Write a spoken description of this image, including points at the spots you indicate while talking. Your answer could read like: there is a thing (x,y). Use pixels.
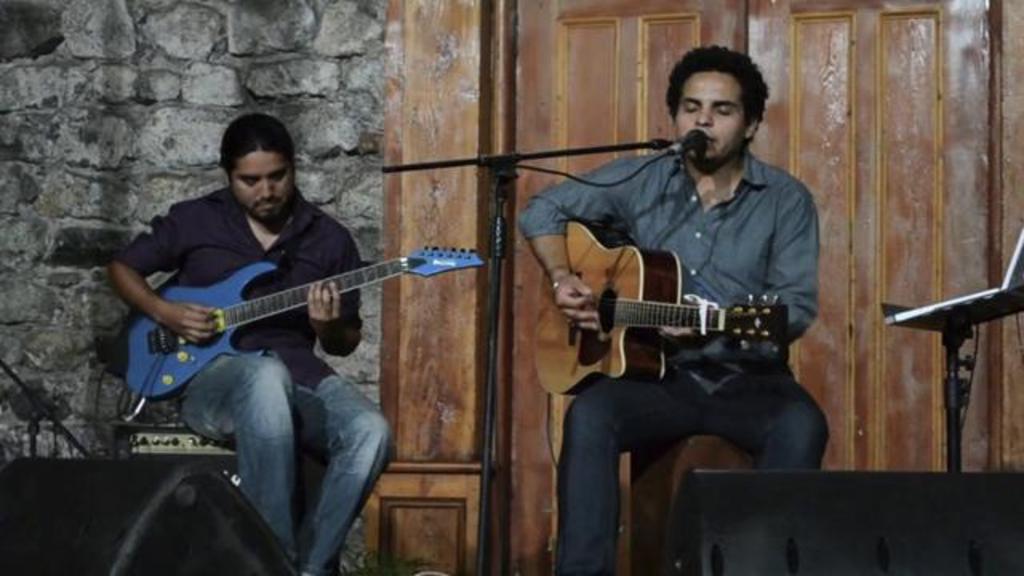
In this image we can see two persons (292,382) are sitting and playing guitars (227,304). This person (562,247) is singing through the mic (697,136) in front of him. In the background (222,124) we can see wall (210,47) and wooden door (594,71).
